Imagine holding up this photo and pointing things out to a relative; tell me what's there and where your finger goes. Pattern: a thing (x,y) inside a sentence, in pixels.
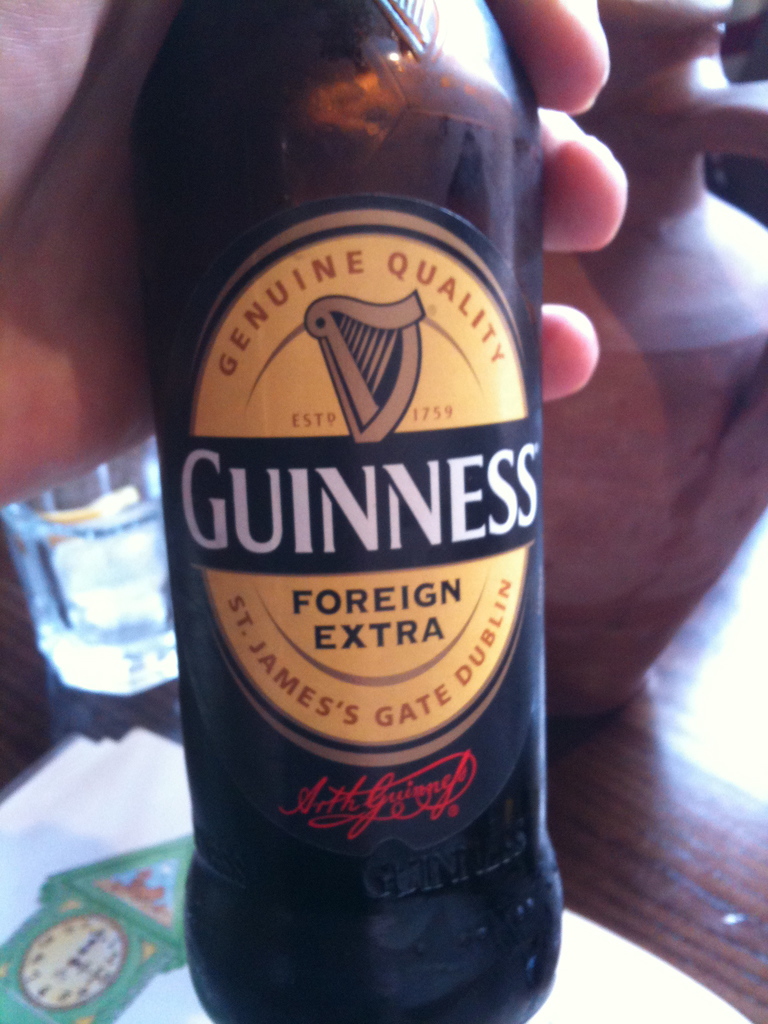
In the center (356,406) we can see beer bottle (192,425) named as "Foreign Extra". It is hold by human hand (21,169), And we can see table (673,762) on table (569,737) we can see glass (86,602), paper (90,830), pot (645,477) etc.
